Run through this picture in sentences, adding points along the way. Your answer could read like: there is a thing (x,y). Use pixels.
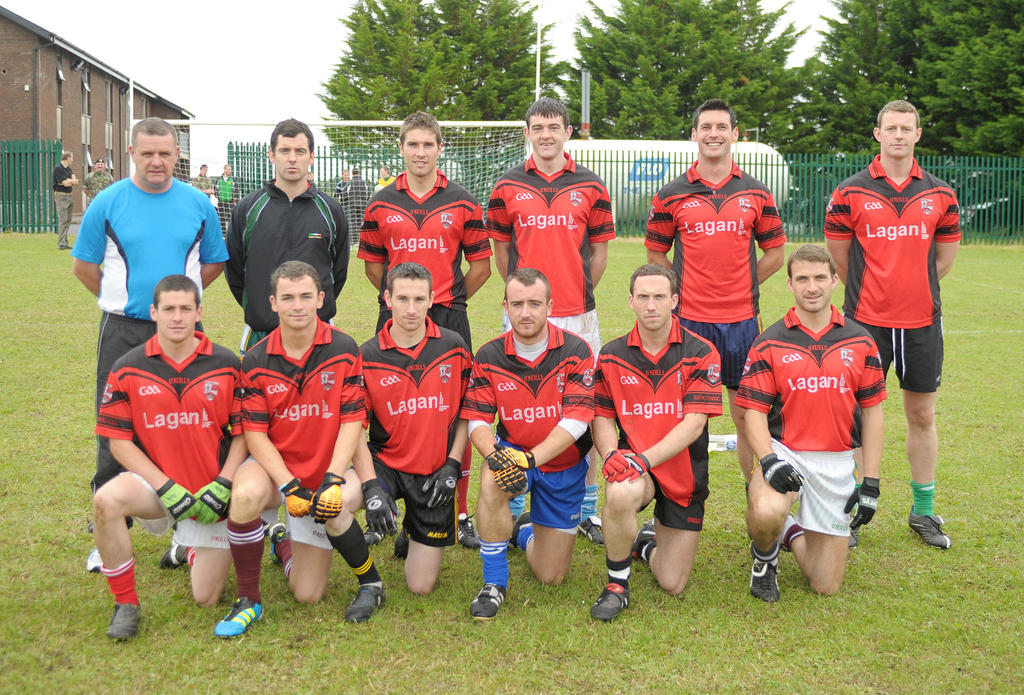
In this image we can see men (317,253) standing on the ground (235,334). In the background (140,100) we can see buildings (106,89), poles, sports net (398,154), metal fence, trees (424,89) and sky (284,91).
